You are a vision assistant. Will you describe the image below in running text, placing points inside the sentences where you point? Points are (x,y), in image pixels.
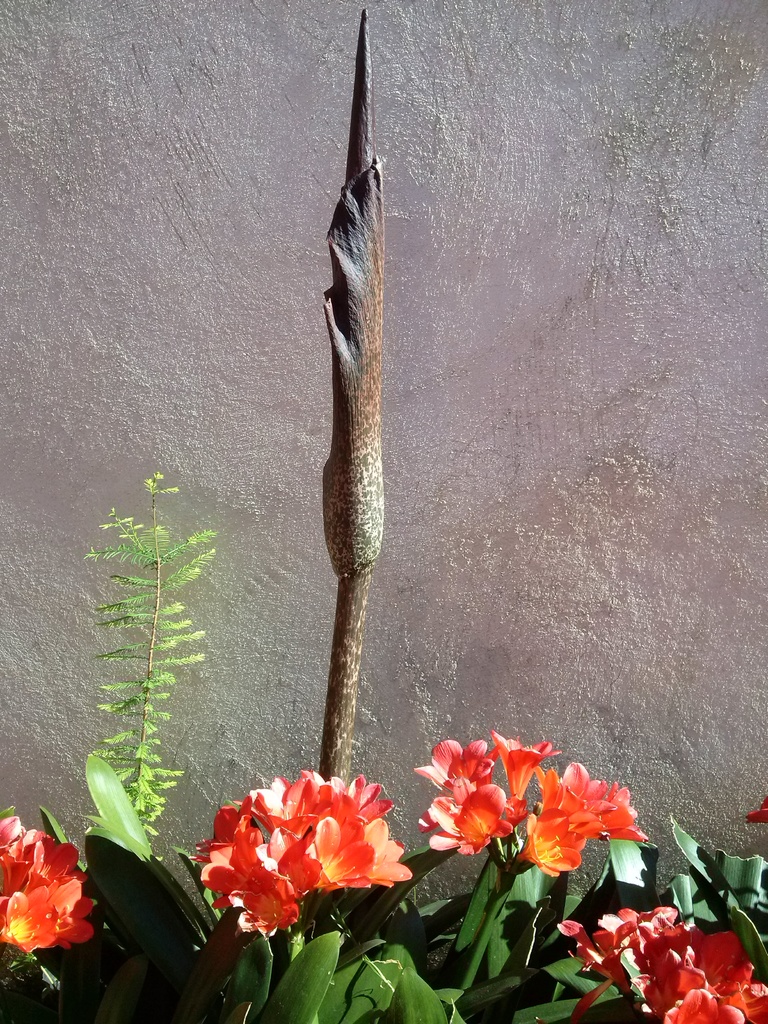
At the bottom of the image (37,933) there are plants (475,1013) with orange color flowers (496,798). In the background of the image (602,365) there is wall (208,225).
